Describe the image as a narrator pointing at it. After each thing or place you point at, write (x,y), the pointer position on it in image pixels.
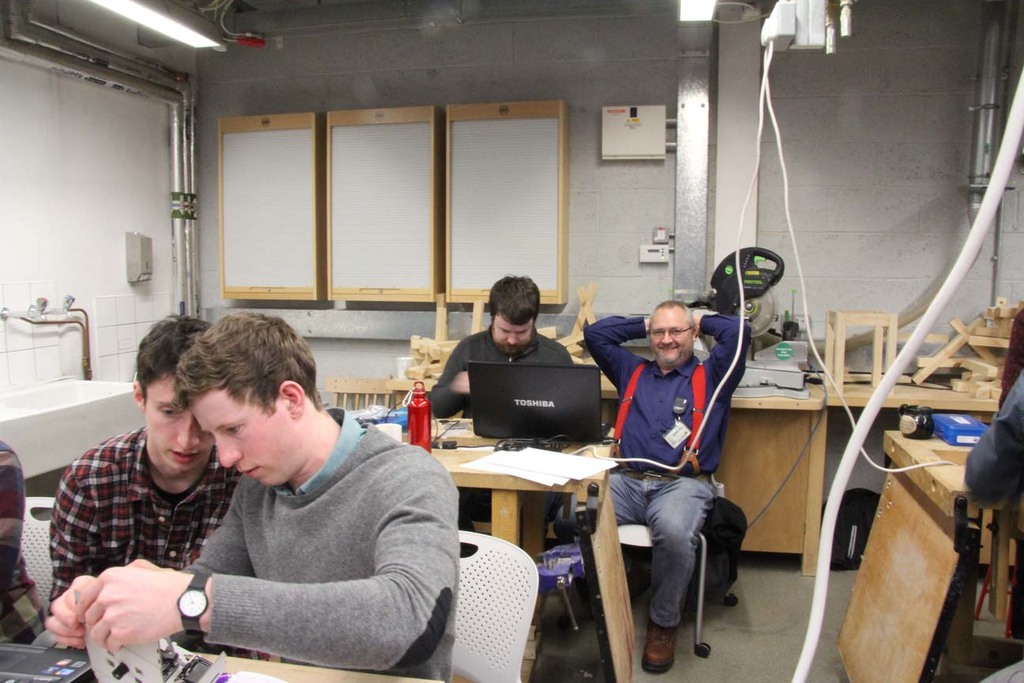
In this picture we can see some people (375,543) sitting on the chairs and in front of the people (402,496) there are tables (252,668) and on the table (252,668) there is a laptop (513,420), bottle (421,408), paper (536,471) and some items (513,448). On the right side of the people (534,332) there are some wooden objects (936,516) and behind the people (216,462) there is a wall (719,210) and some items (287,205). At the top (169,17) there are lights (165,30).
